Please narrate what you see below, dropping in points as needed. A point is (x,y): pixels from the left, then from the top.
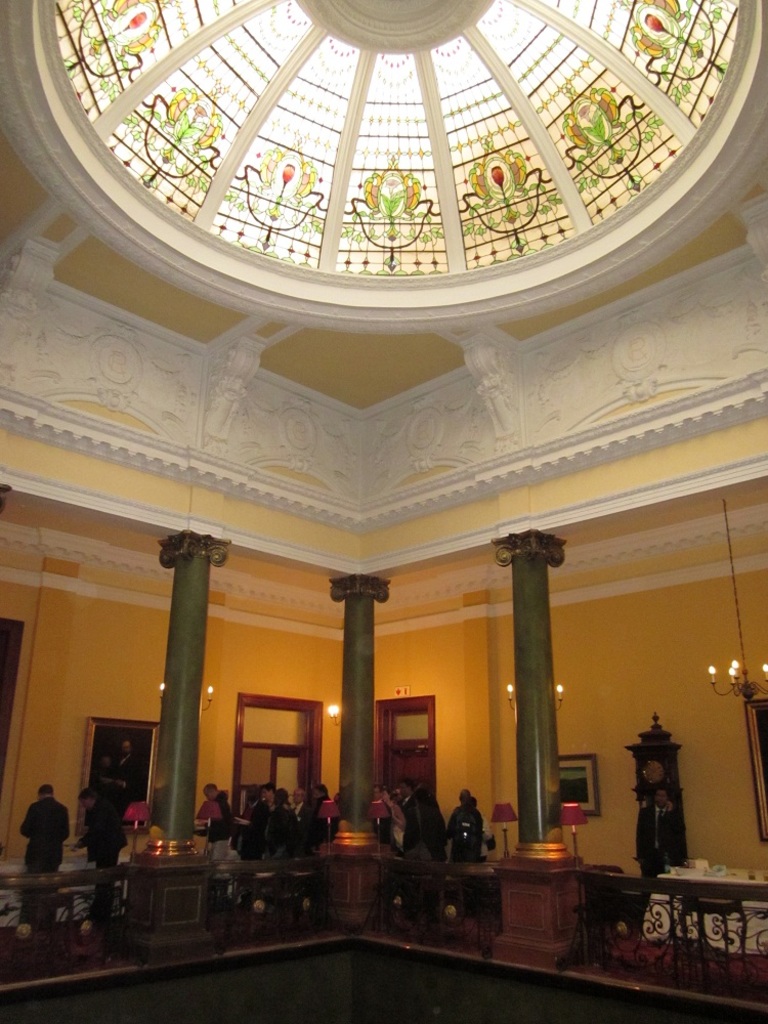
In this image we can see inside of a building (268,729). Also there are pillars (182,715) and railings (306,878). There are people (95,835) and we can see lamps (148,808). Also there are chandeliers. On the ceiling (349,176) there are glass panes (338,136) with paintings (666,138). And we can see clock (654,774). Also there is a photo frame (578,770) on the wall (584,736). And there are doors (281,759) and windows (408,717).
